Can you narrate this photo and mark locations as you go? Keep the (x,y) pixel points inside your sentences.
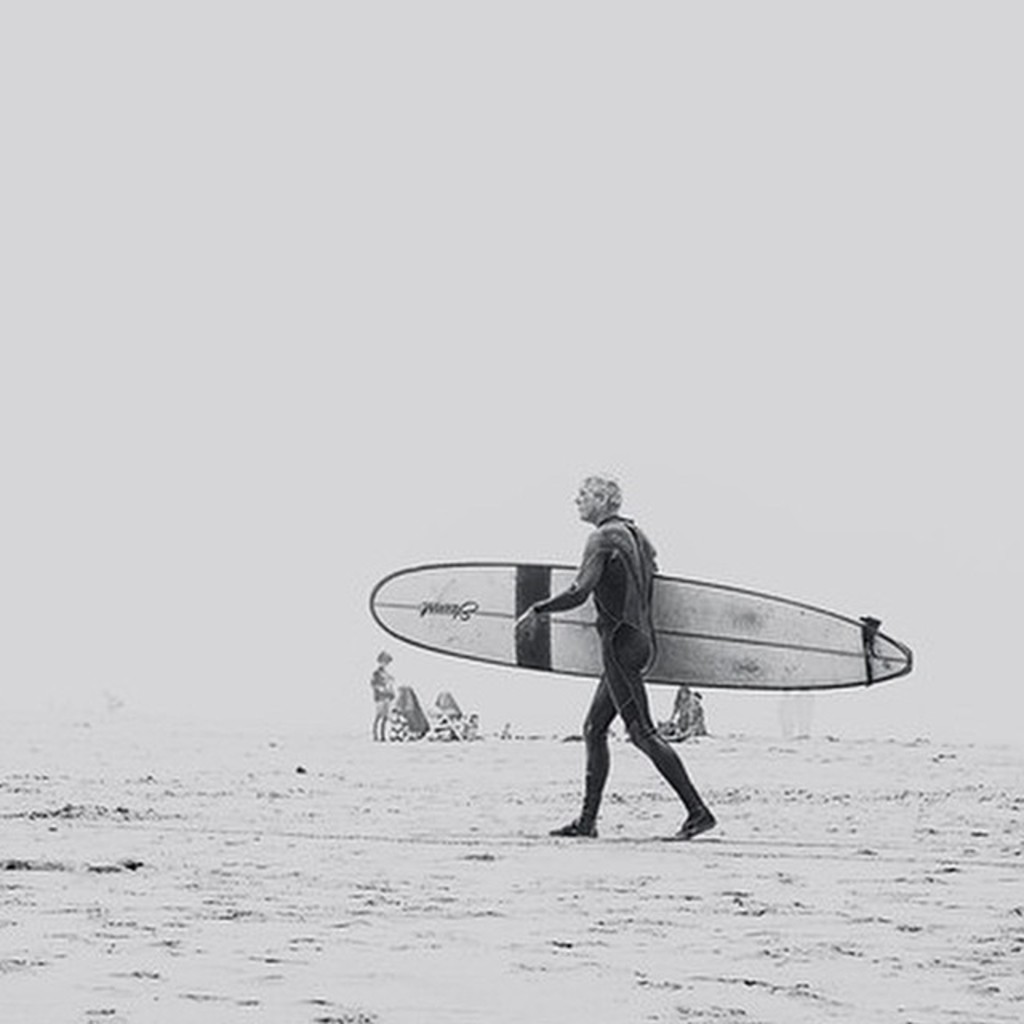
In the image we can see there is a person (616,698) who is standing and holding a surfing board (704,649) in his hand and on the other side there are people (375,683) who are sitting and standing on the sand (500,876). The image is in black and white colour.
